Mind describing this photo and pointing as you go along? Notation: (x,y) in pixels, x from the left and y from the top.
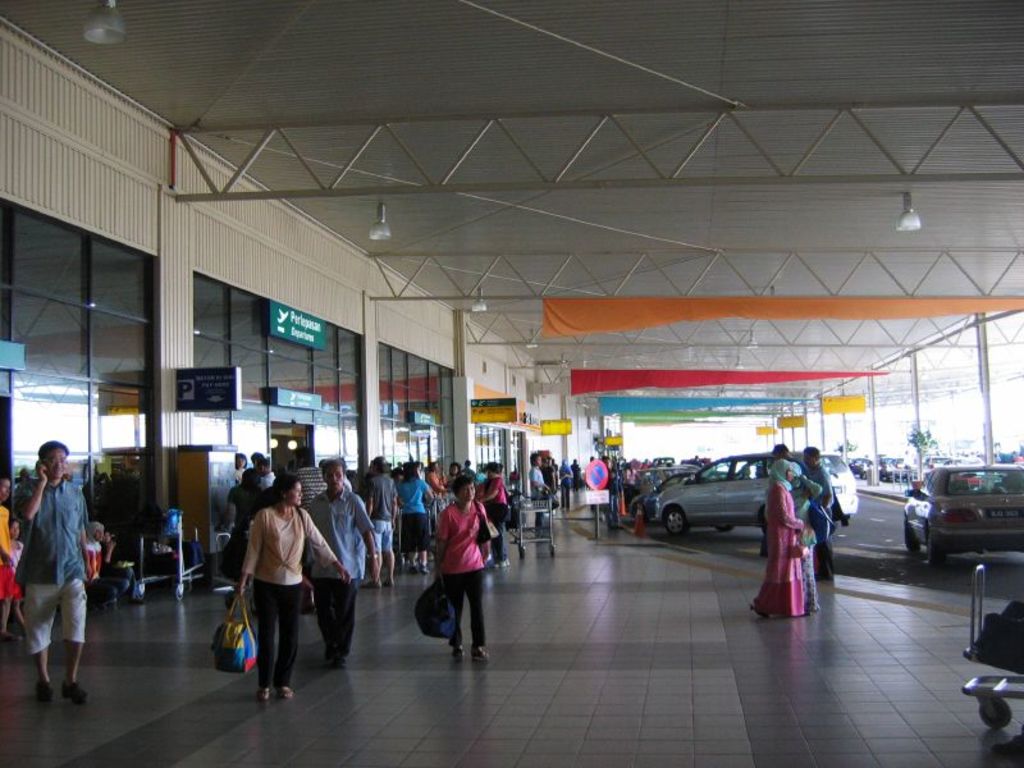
At the bottom of the image (408,593) on the floor (336,720) there are many people (324,549) walking and also there are strollers (550,508), poles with sign boards (596,487). Beside the floor (673,586) there is a road (893,526) with vehicles (933,517). In the background (504,423) there poles (845,428) and also there are glass walls (46,268) with posters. At the top of the image (360,210) there is ceiling (708,147) with lights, different colors clothes (740,314) and rods (731,346).
